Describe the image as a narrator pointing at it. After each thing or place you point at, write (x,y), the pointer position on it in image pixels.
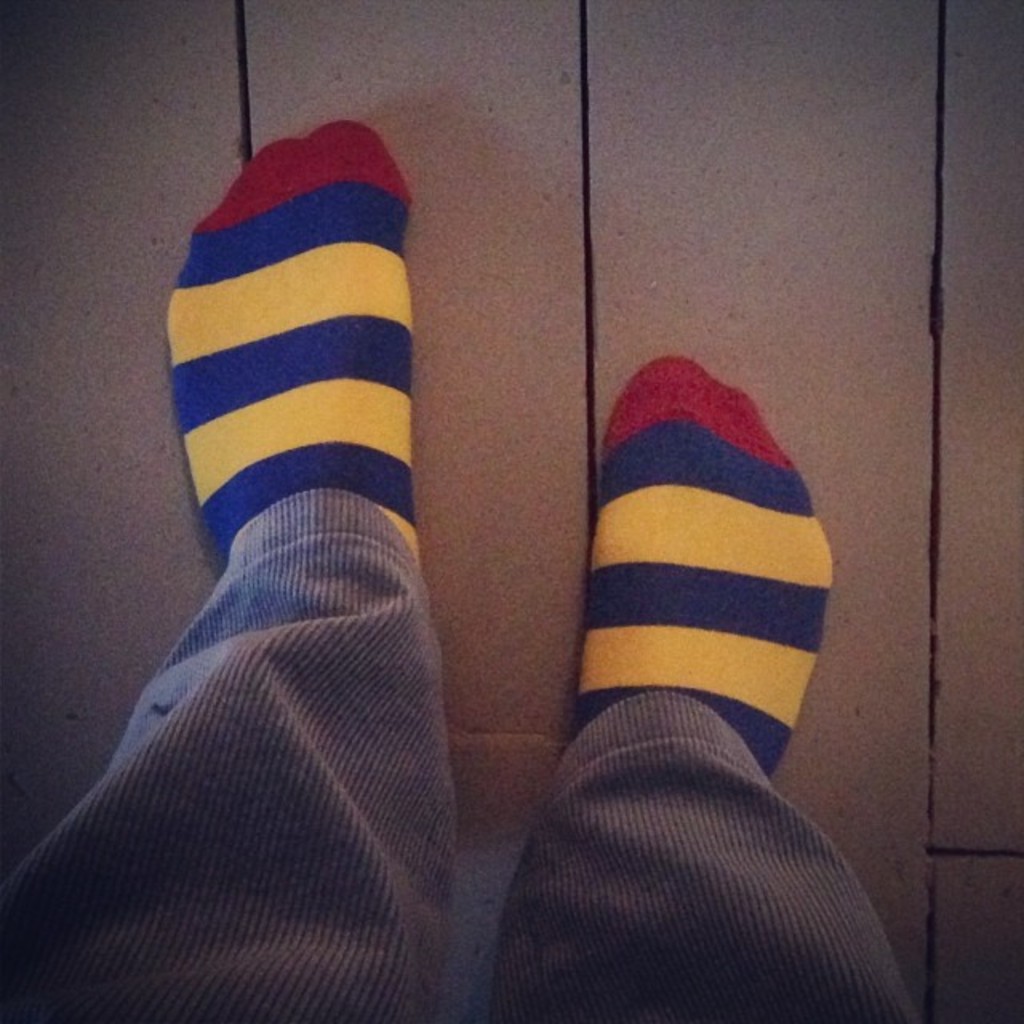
In the center of the image (611,497) we can see two human legs (300,828) wearing colorful socks (361,471).
